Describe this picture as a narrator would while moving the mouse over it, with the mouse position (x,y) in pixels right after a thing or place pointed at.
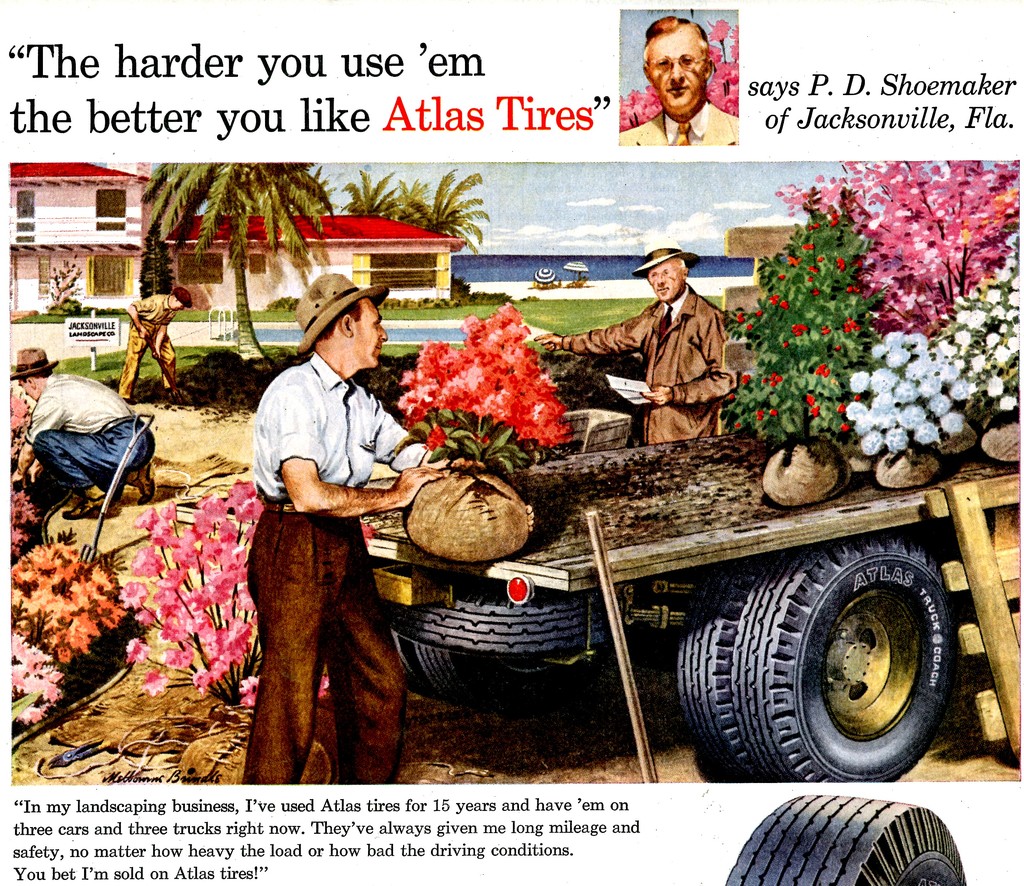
In this image, we can see a poster (707,567) with some images (472,282) and text (250,816).
